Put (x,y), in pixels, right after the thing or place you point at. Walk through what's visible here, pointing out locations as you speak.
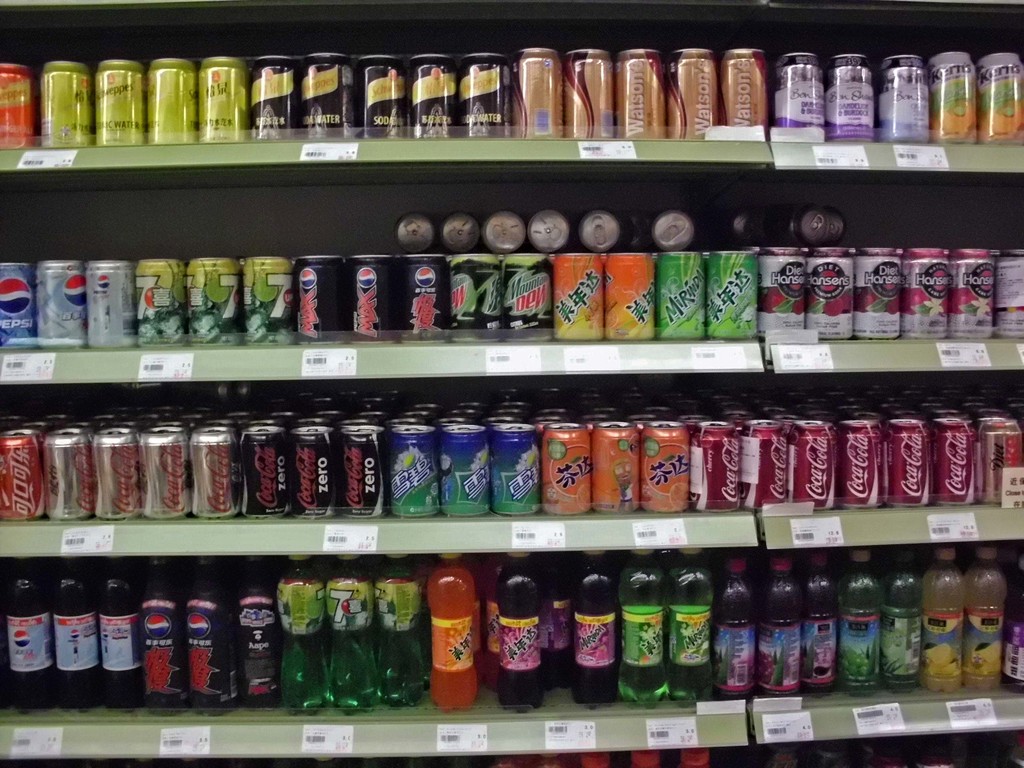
In this image, in the middle (549,276) there are tins (572,321), shelves (543,142), bottles (608,652), posters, papers (333,358), bar codes (609,351).
